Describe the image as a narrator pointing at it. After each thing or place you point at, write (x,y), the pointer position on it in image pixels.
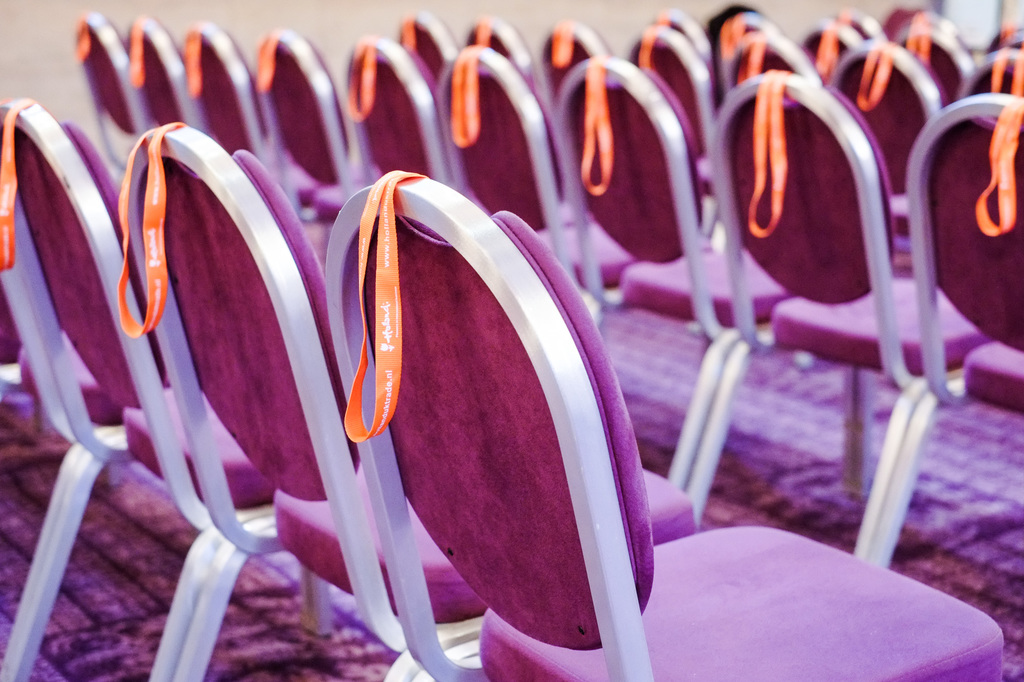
Here we can see tags (475,113) on the chairs (691,451). In the background (812,17) there is a wall (800,25).
